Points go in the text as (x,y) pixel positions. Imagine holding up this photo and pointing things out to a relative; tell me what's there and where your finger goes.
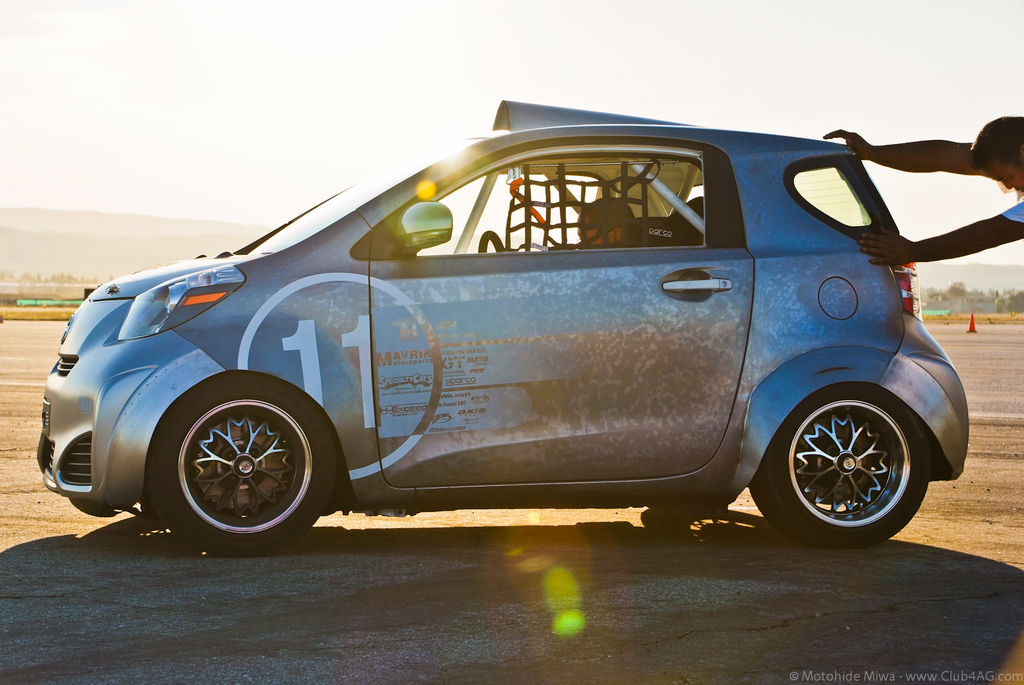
At the top (310,51) we can see a sky (401,62) and it seems like a sunny day. These are hills (87,246), trees (104,273). This is a traffic cone (974,317). We can see a car (148,314) and a person (623,245) is sitting inside it. At the right side of the picture (991,217) we can see a person (1002,235) pushing a car (843,158) with his hands (857,146).
